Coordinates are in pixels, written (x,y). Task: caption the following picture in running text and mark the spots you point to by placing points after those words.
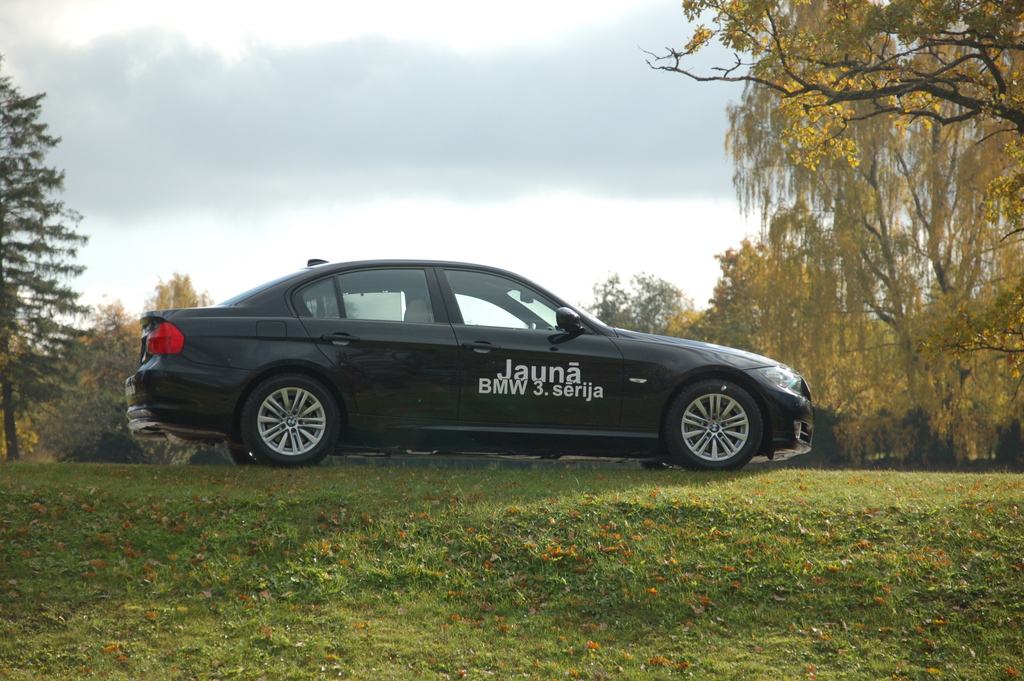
In this image in the front (503,567) there's grass (513,597) on the ground (534,557) and in the center (433,427) there is a car (384,390). In the background (840,309) there are trees (840,309) and the sky (372,110) is cloudy and there is some text (570,385) written on the car (545,385) which is black in colour.
